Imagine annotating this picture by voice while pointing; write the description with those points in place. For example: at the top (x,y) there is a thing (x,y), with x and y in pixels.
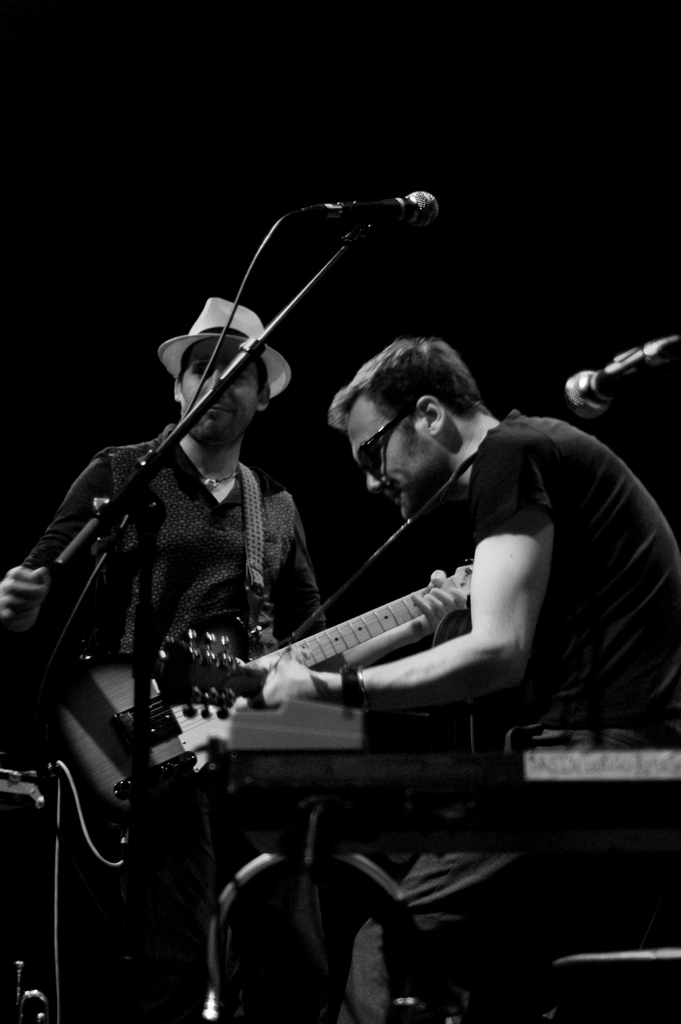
In this image we can see a man (551,721) sitting and the other man (165,614) standing on the ground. Both the men (355,676) are holding musical instruments (234,618) in their hands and there is a mic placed in front of them.
